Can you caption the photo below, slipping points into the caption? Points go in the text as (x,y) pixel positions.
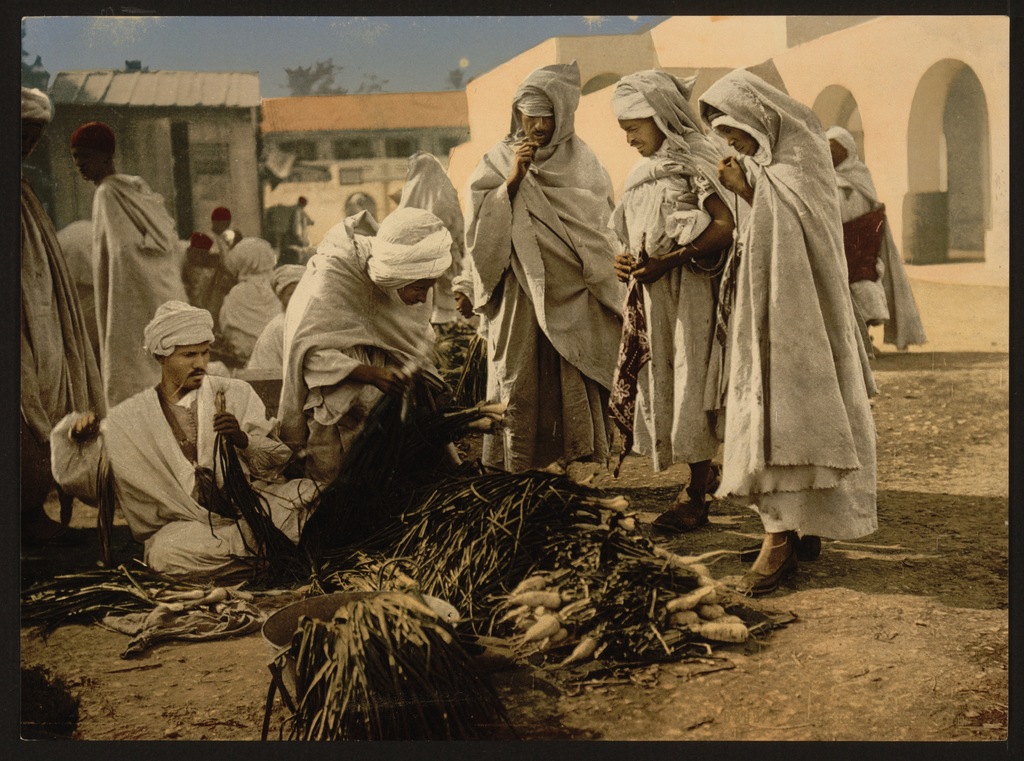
In this image I can see a photo frame (235,717). In the photo frame (666,498) there are group of people (446,287), there are some food items (442,587), trees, buildings (100,106) and in the background (422,66) there is sky (501,59).
